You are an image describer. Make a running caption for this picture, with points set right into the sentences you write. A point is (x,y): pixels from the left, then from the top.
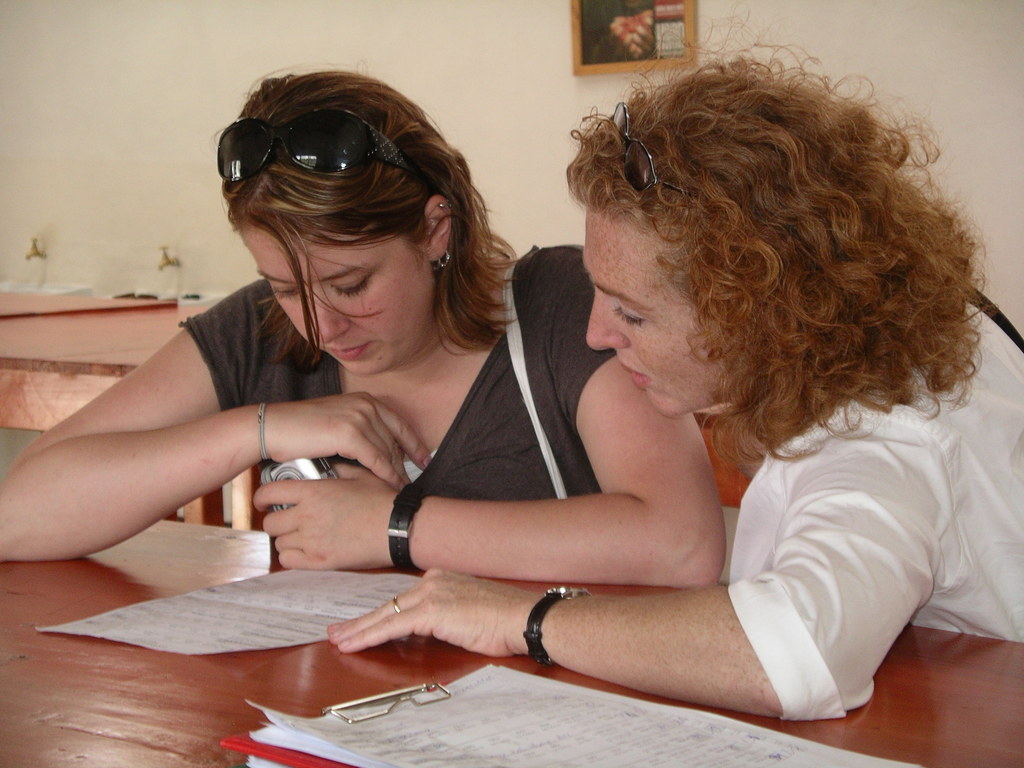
In this image I can see 2 women (512,339) sitting. There are papers (161,611) and a clipboard (373,765) in the front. There is a photo frame (636,44) and taps (163,261) at the back (636,31).
